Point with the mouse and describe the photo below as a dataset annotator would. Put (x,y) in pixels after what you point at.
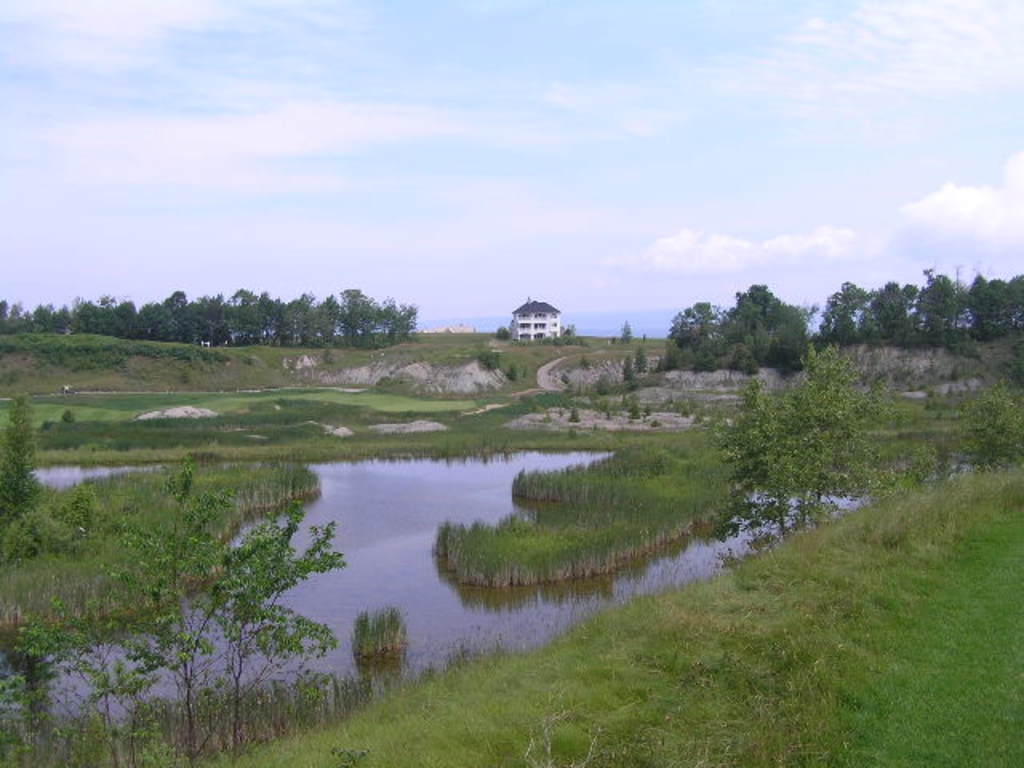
In this picture we can see water (402,521), grass (510,567), plants (586,566) and trees (755,321), and also we can find a building (539,312) and clouds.
